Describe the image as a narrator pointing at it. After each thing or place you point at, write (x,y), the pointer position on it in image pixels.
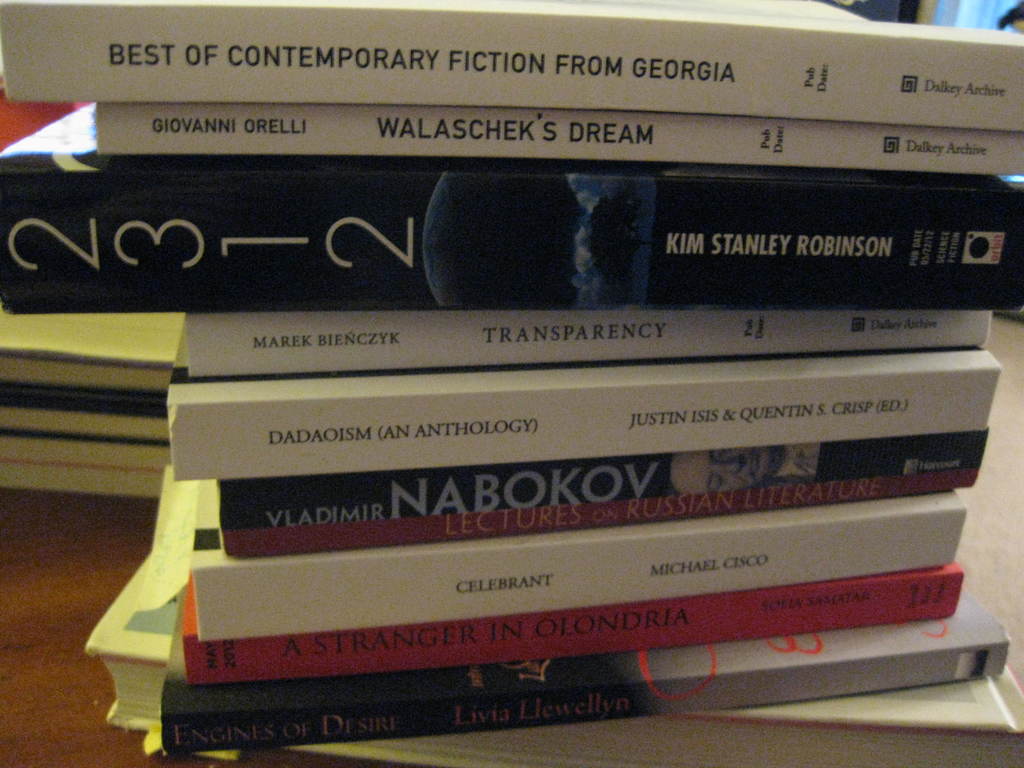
In this image I can see a stack of books (203,569) on a wooden surface (121,577). This image is taken may be in a hall (982,4).
